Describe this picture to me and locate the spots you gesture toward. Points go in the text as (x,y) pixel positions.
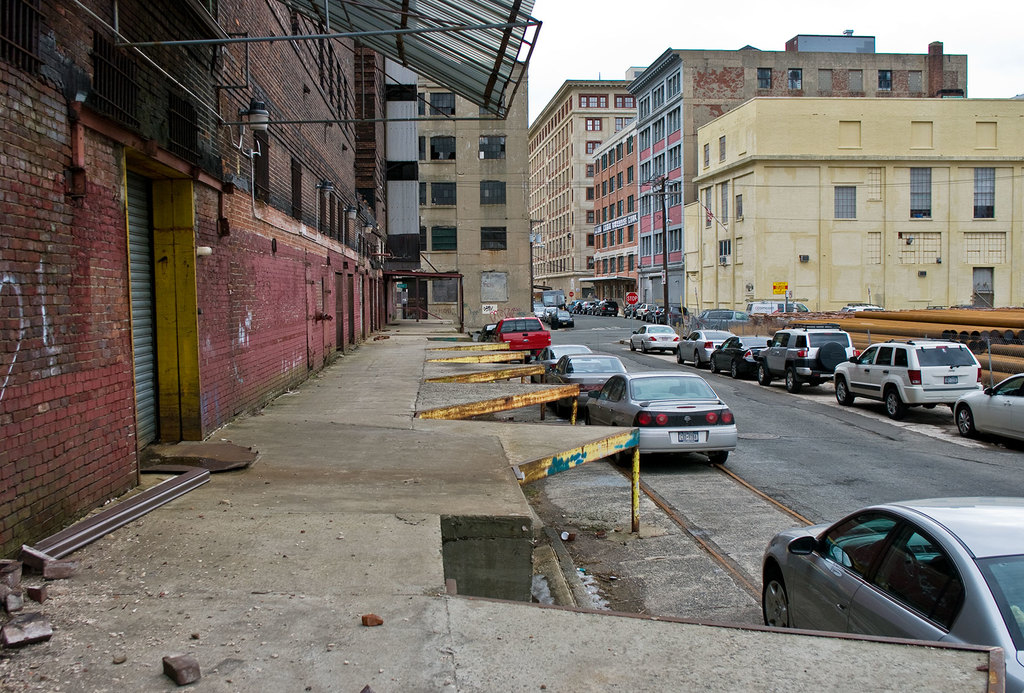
This is an outside view. On the right side (700,413) there are few cars (690,430) on the road (863,470) and also there are few metal objects (946,329). In the background (600,231) there are buildings (593,199). At the top of the image (765,15) I can see the sky (739,28).
